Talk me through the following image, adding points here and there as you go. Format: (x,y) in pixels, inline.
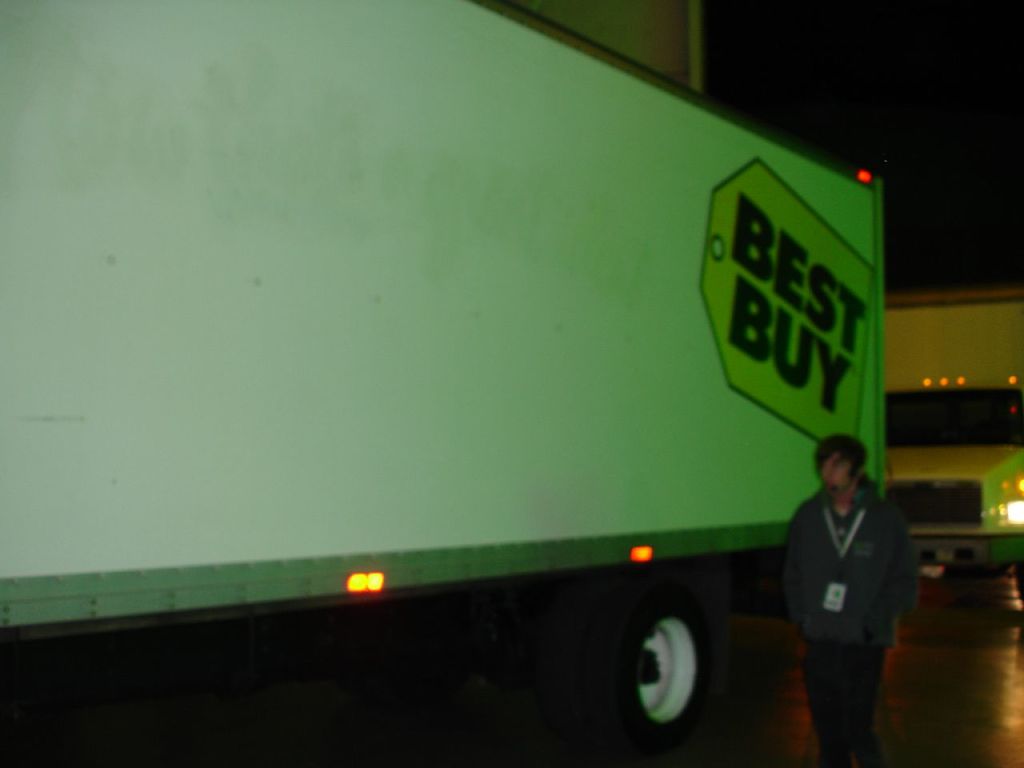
In this image I can see the person (836,443) standing and I can see few vehicles (668,306). In the background (841,111) the sky (867,66) is in black color.
